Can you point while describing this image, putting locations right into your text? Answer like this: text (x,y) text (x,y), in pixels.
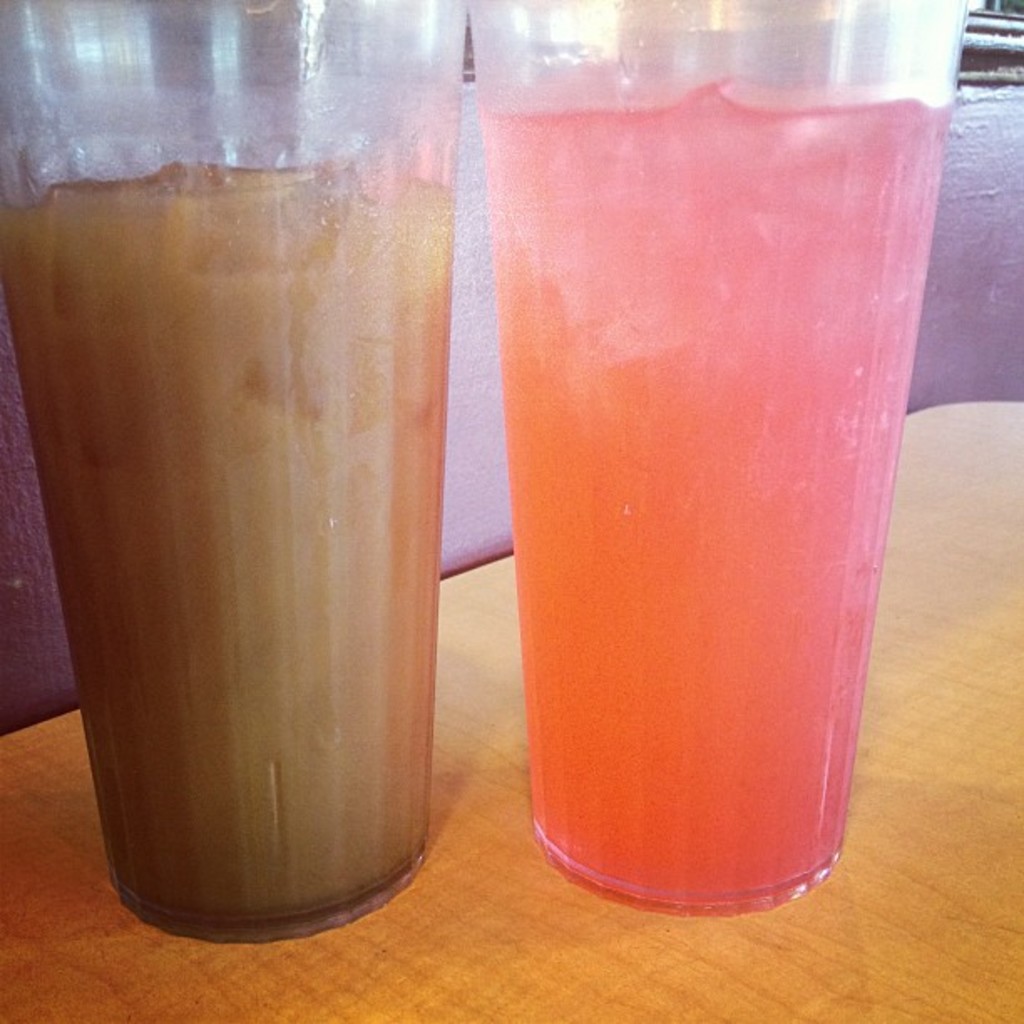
In this image we can see glasses (251,695) containing beverages (581,803) placed on the table (986,909). In the background (468,377) there is a wall (466,503).
